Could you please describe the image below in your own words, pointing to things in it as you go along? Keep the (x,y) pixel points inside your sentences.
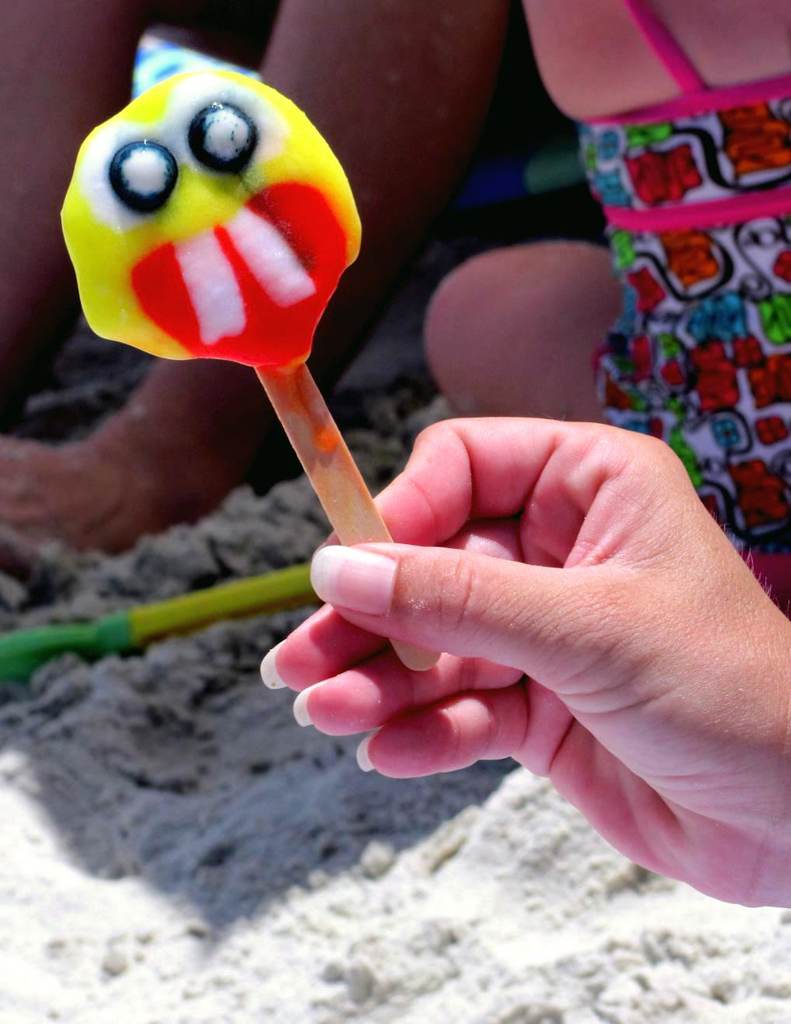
In this image there is some person (529,636) holding an ice cream (209,257). In the background (363,104) there is also some person (680,251). In the bottom (261,916) there is ground (348,906). Yellow color object (160,612) is also present.
